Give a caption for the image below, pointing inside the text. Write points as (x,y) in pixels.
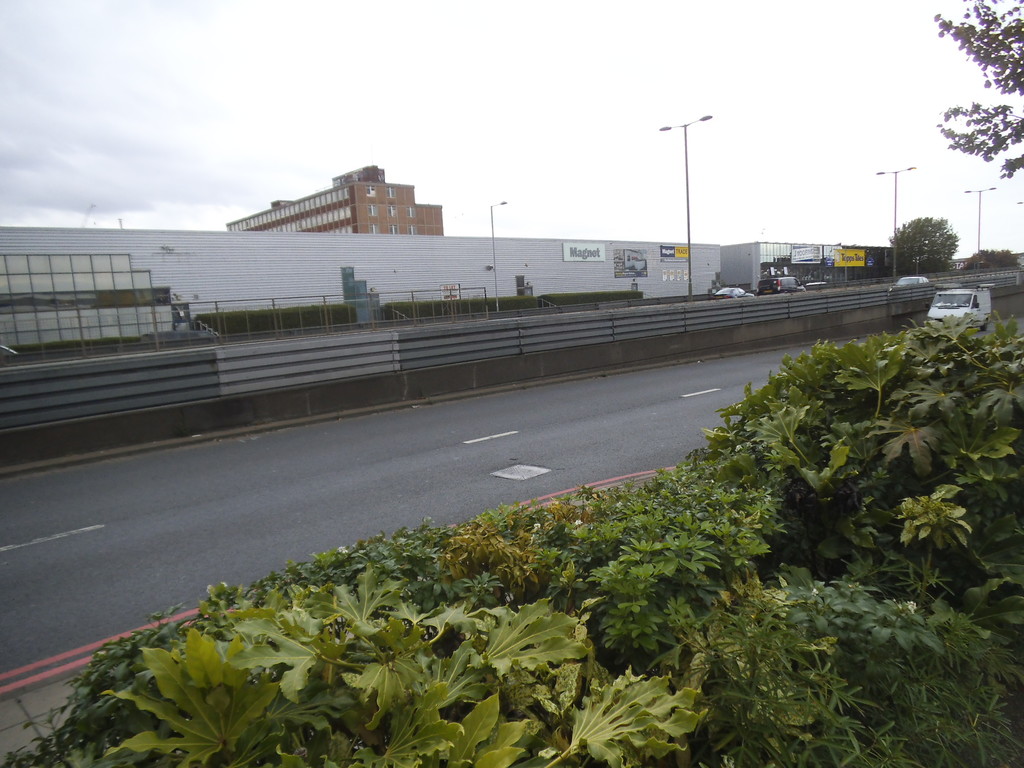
In this image I can see plants (732,506), trees (963,40), poles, street lights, buildings (565,270) and boards (675,258). I can also see few vehicles (933,304) on road (554,465). On these boards (642,269) I can see something is written.
